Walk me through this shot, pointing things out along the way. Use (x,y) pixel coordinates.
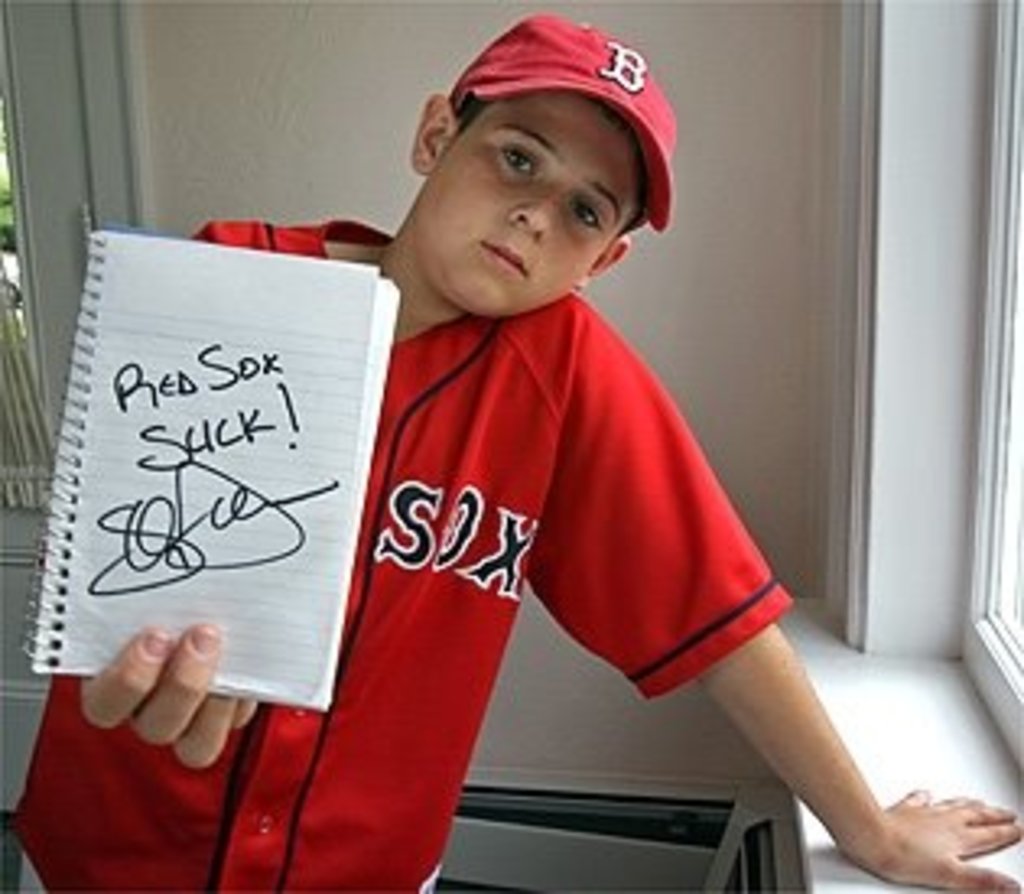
In this image there is one boy (529,261) who is standing and he is holding a book (247,482), and in the background (716,121) there is a wall (220,174) and window (3,328). On the right side (986,424) there is a window (989,575).
